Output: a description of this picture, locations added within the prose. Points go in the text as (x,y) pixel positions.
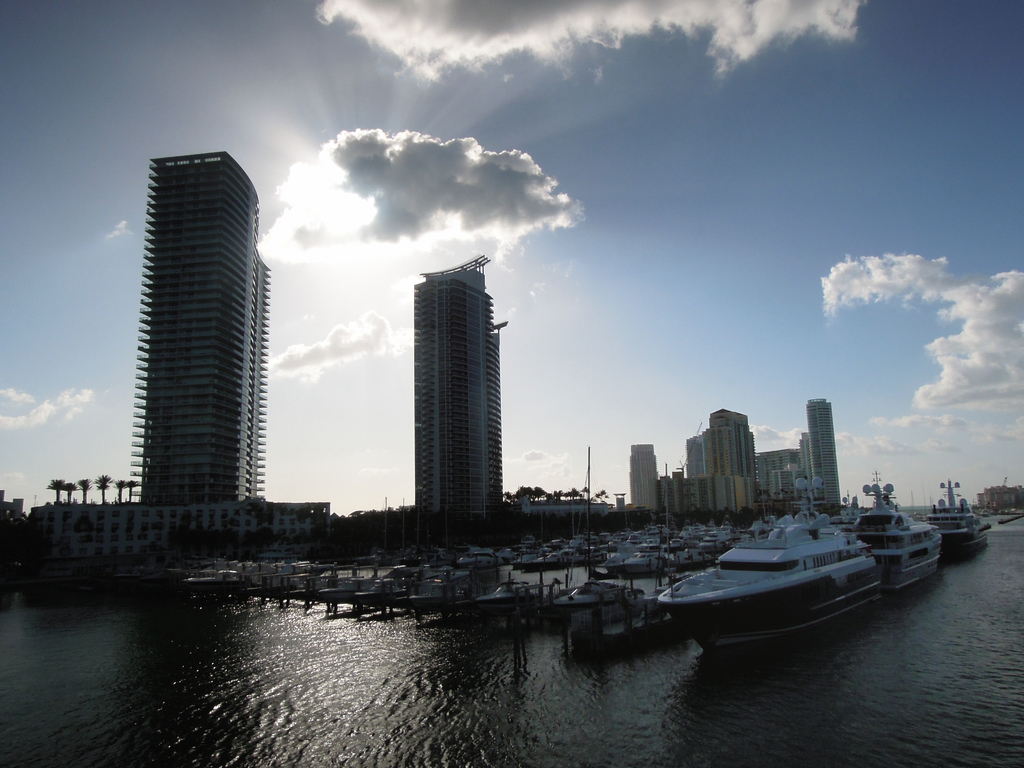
In this image we can see buildings (216,447), ships (775,578), water (370,691), boats (559,566), sky (718,305) and clouds (495,224).
